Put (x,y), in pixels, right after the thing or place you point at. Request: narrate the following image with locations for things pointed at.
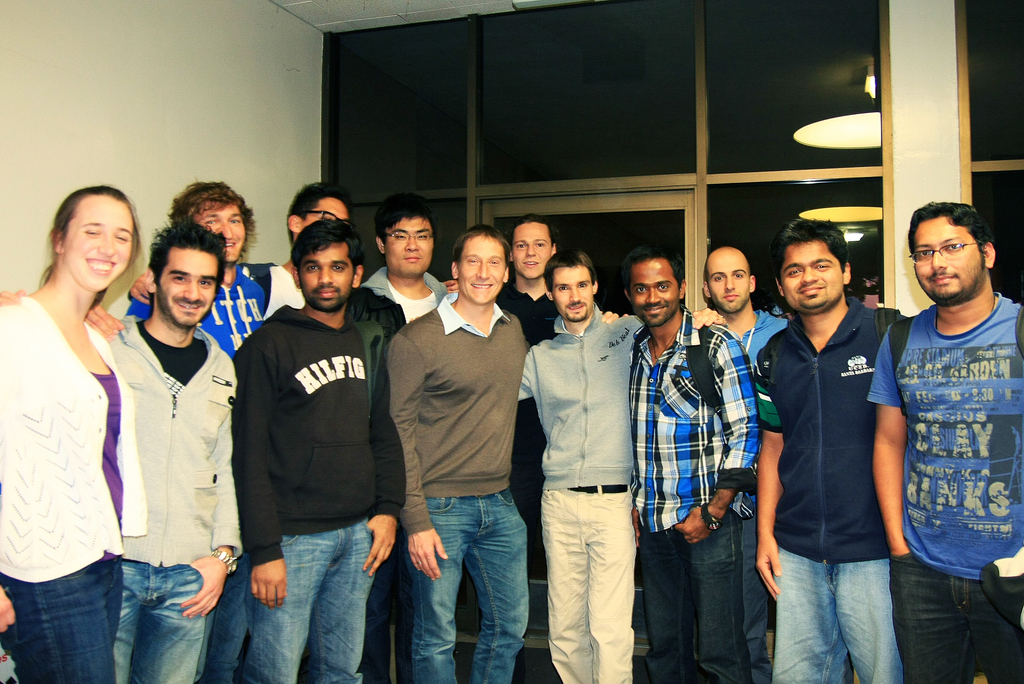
In this picture we can observe some people (441,348) standing. There are men (230,361) and a woman (92,351). All of them were smiling. On the left side (84,135) there is a wall (115,143). In the background (498,209) there is a glass door (554,223).
